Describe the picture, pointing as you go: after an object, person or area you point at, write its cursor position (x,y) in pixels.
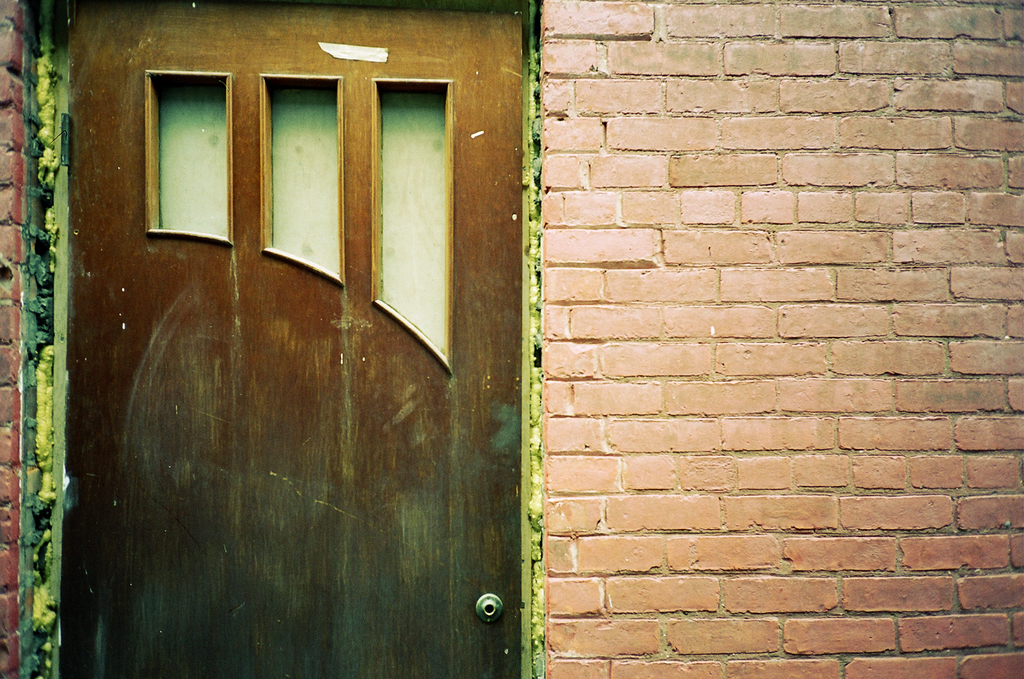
In this image we can see there is a closed wooden door (365,474) and a wall (628,360) with red bricks (699,569).
